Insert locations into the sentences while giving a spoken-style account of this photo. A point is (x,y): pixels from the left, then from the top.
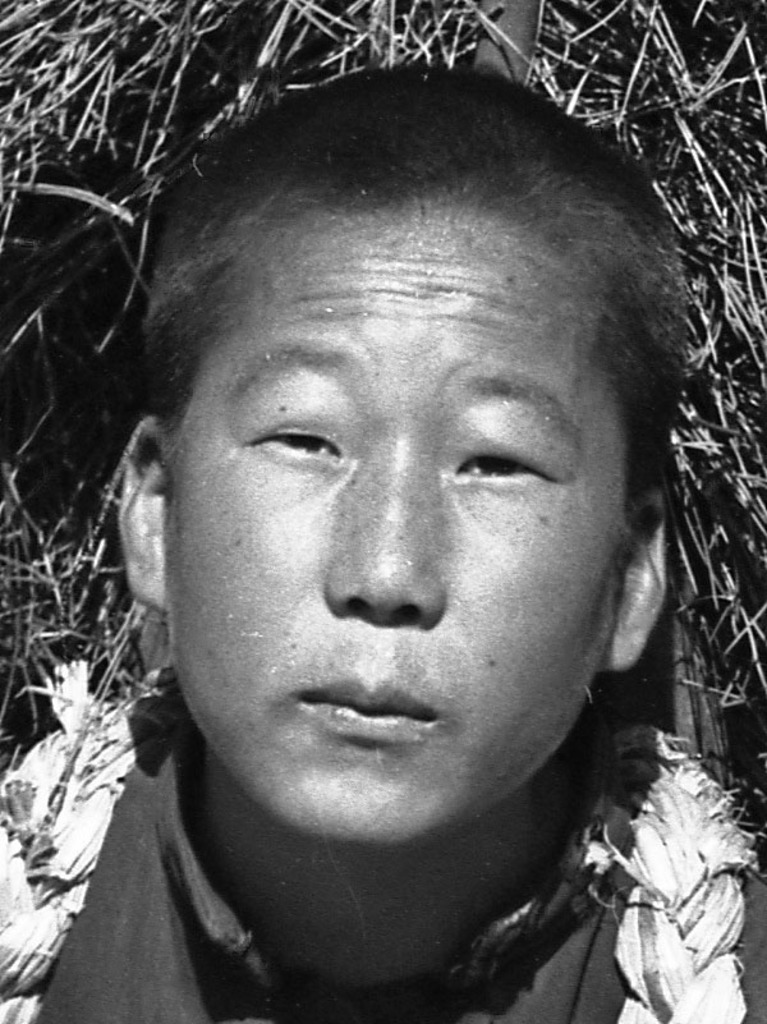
In this picture, we can see a black and white picture of a person (156,381), and we can see the background (151,19) with some dry sticks (730,50).
